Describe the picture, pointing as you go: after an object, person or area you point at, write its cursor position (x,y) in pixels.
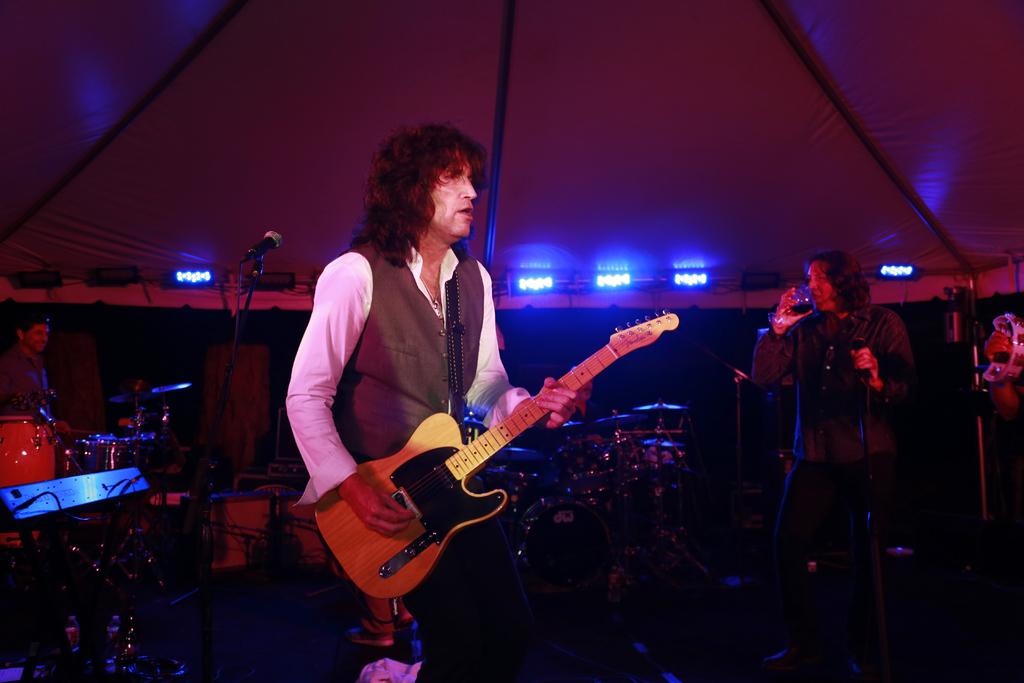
In this image i can see a person (344,360) wearing a white shirt (344,360) and a vest (391,371) standing and holding a guitar (449,445). In the background (146,444) i can see few musical instruments (109,469) and few other persons (830,337) standing, few lights (187,284), few microphones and a tent (668,119).
